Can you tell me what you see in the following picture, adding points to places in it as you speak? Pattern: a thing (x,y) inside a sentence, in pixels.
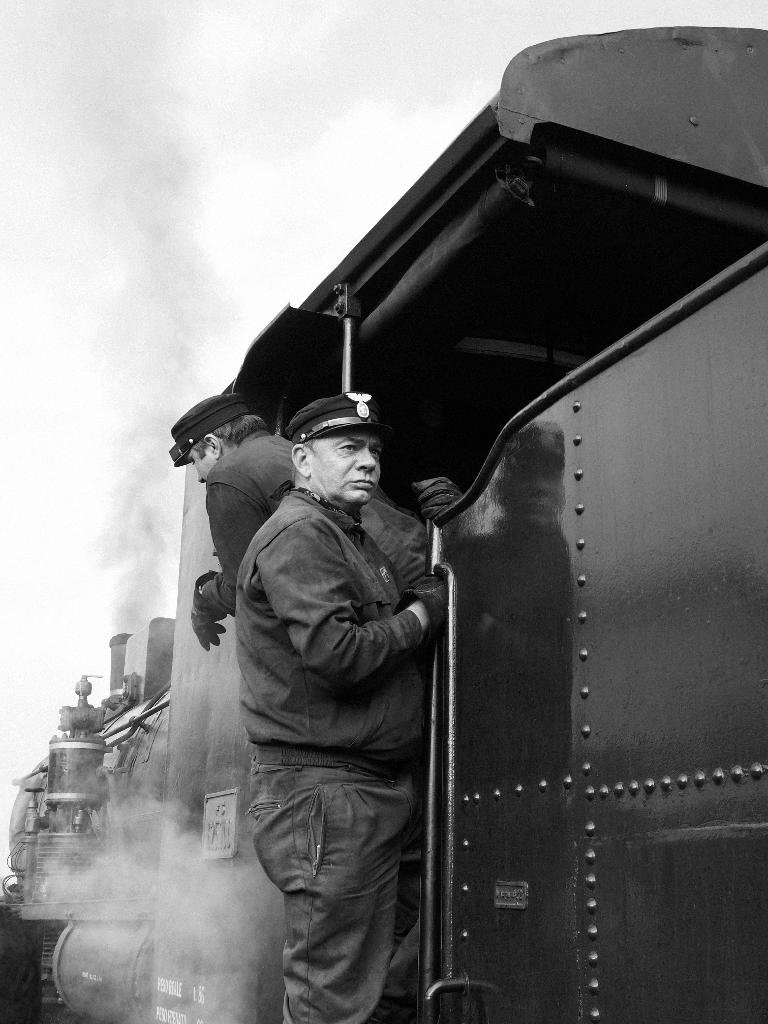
In this image there are few people (296,1009) standing at the entrance (513,268) of the train (484,958) wearing uniform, also there is a smoke (210,962) coming from the train (68,943).
